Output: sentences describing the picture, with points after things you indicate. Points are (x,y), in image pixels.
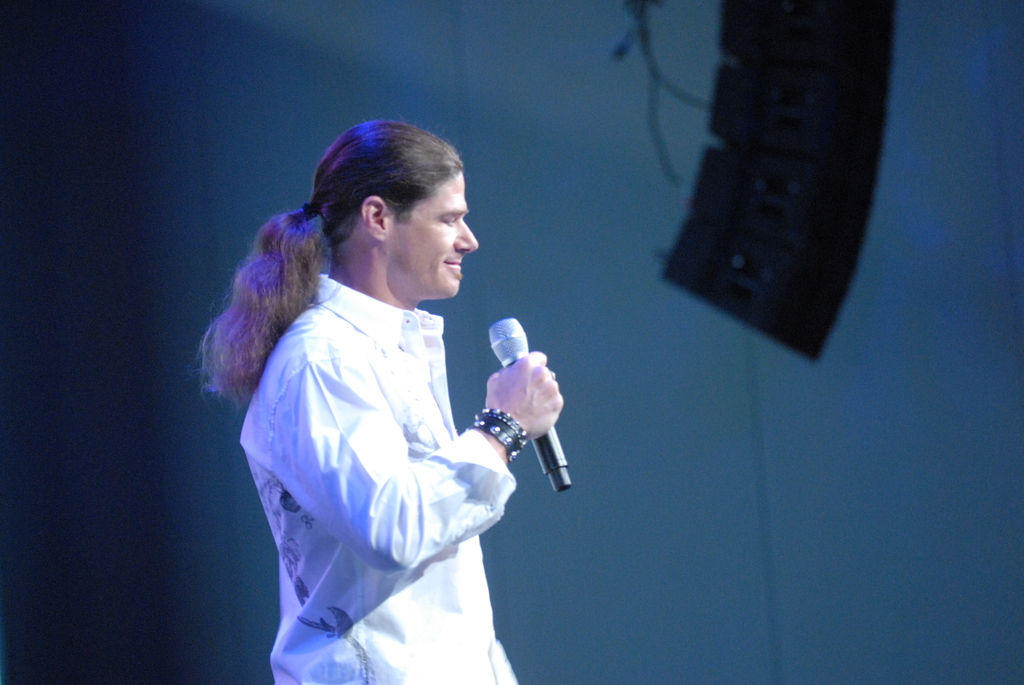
In this image a person (409,428) wearing a white color shirt (436,391) holding a microphone (563,490) and there are bands (481,428) around his wrist (505,459) and at the right side of the image (746,140) there is a DJ box (761,151) and at the background (110,253) it is a blue color sheet (828,493).
